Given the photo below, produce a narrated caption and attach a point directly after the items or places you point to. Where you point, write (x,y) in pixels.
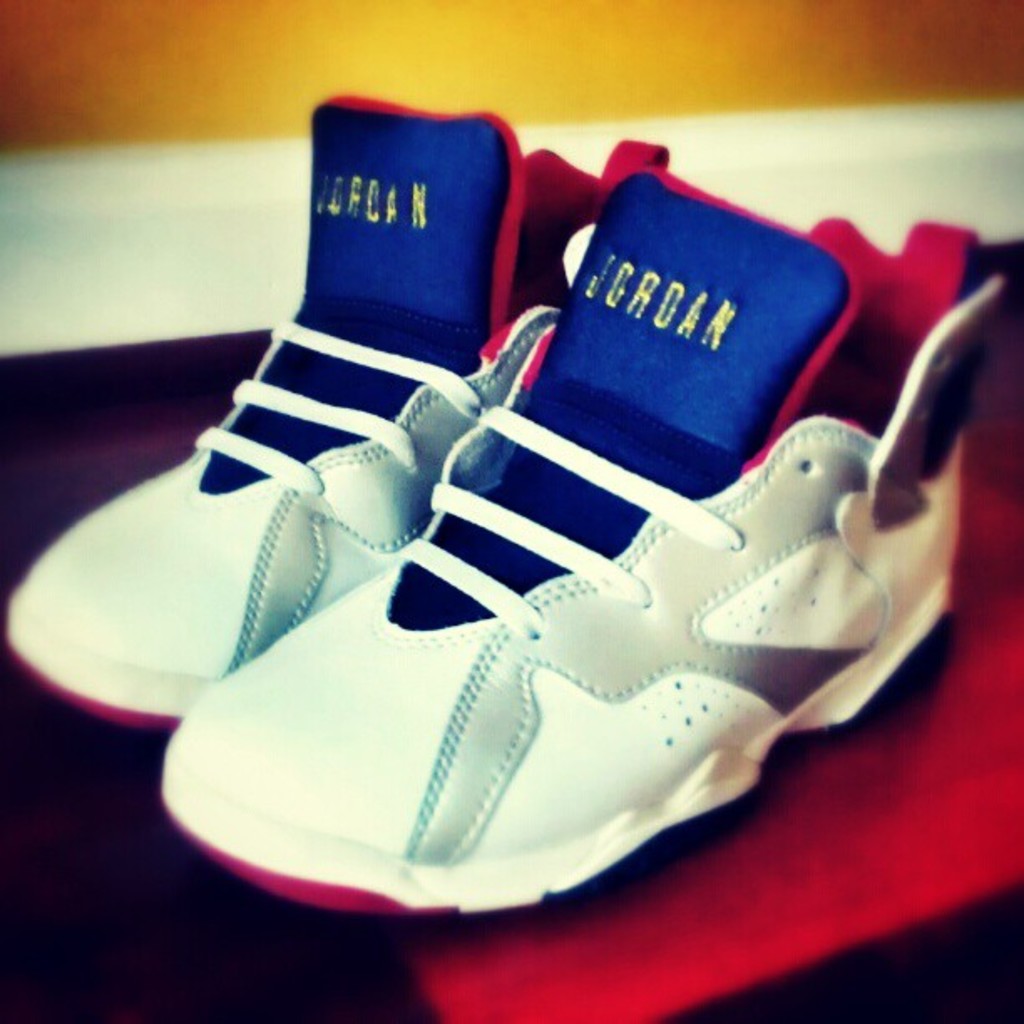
In this image there are two shoes (447,473) kept on the table (746,870) one beside the other. In the background (155,111) there is a wall (159,105).
